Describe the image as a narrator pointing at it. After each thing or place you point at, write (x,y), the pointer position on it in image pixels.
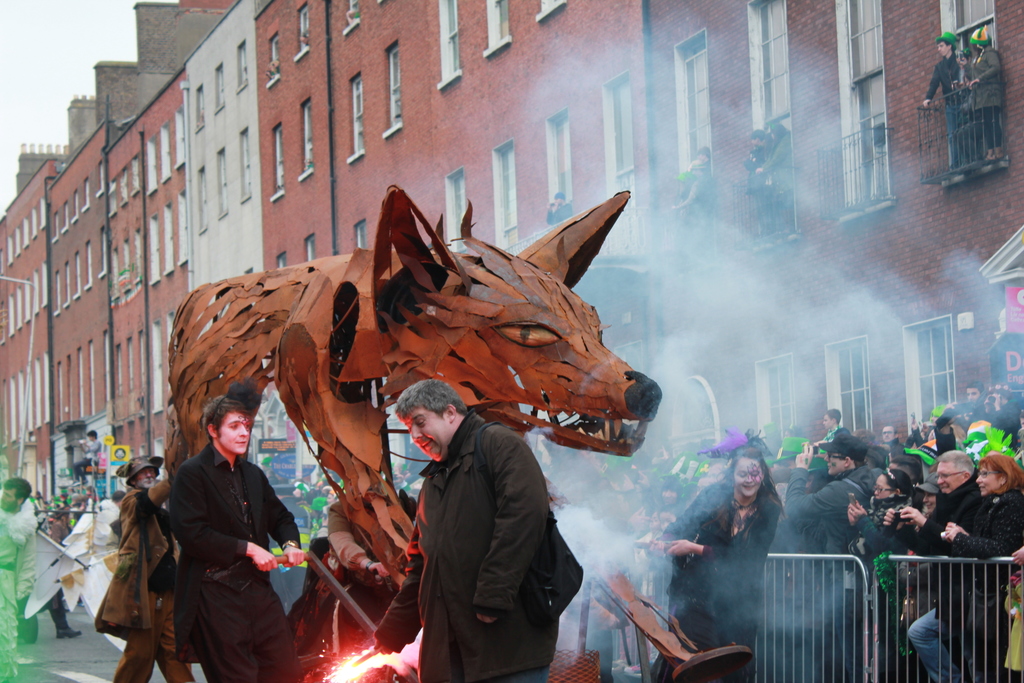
In this image there are people (7,537) with costumes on the left corner (227,643). There are buildings (880,279) with windows (845,377), metal railing (863,170) and people (924,104) with costumes (1006,446) on the right corner (925,581). There are people (213,498) and it looks like an animal (343,456) made up of papers (413,335) in the foreground (440,484). There is sky (25,55) at the top (35,128). And there is a road (95,645) at the bottom (102,667).
